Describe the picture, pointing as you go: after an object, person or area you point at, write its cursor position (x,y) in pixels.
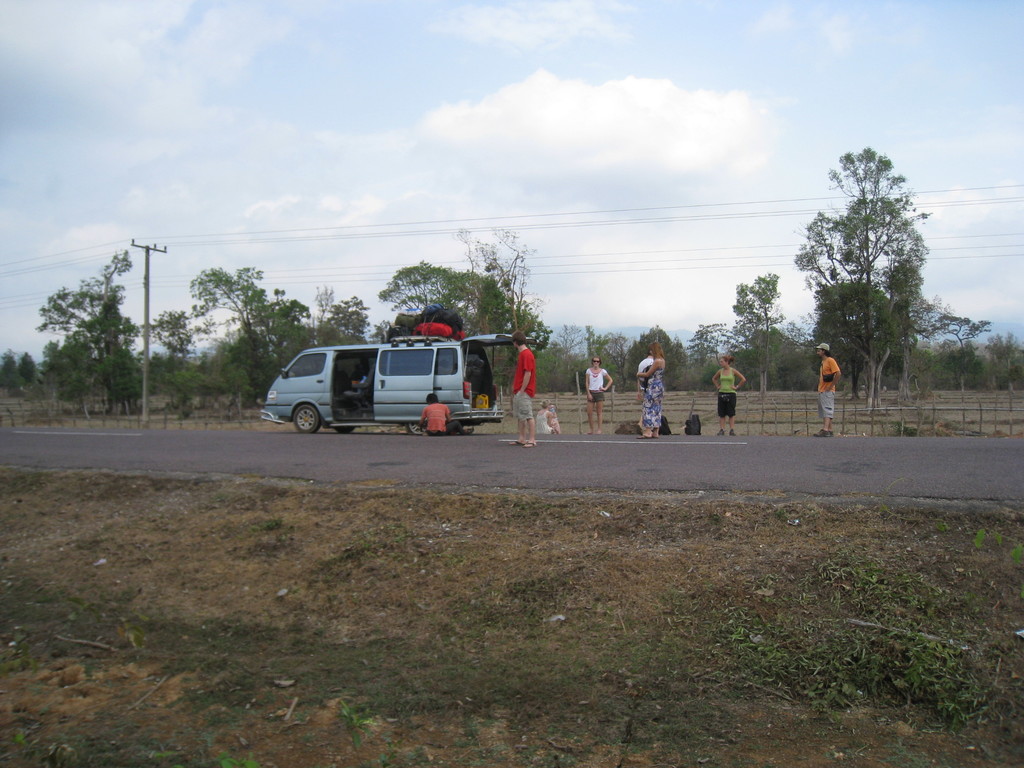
In this image I see the grass (472,620) over here and I see the road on which there is a van (305,389) over here and I see few people (531,371) and I see the bags (416,322) on top of this van (307,364) and I see a pole (162,251) over here and I see the wires (132,247) and I see the fencing (804,416) over here. In the background (154,209) I see the trees (231,292) and the sky (558,309).
